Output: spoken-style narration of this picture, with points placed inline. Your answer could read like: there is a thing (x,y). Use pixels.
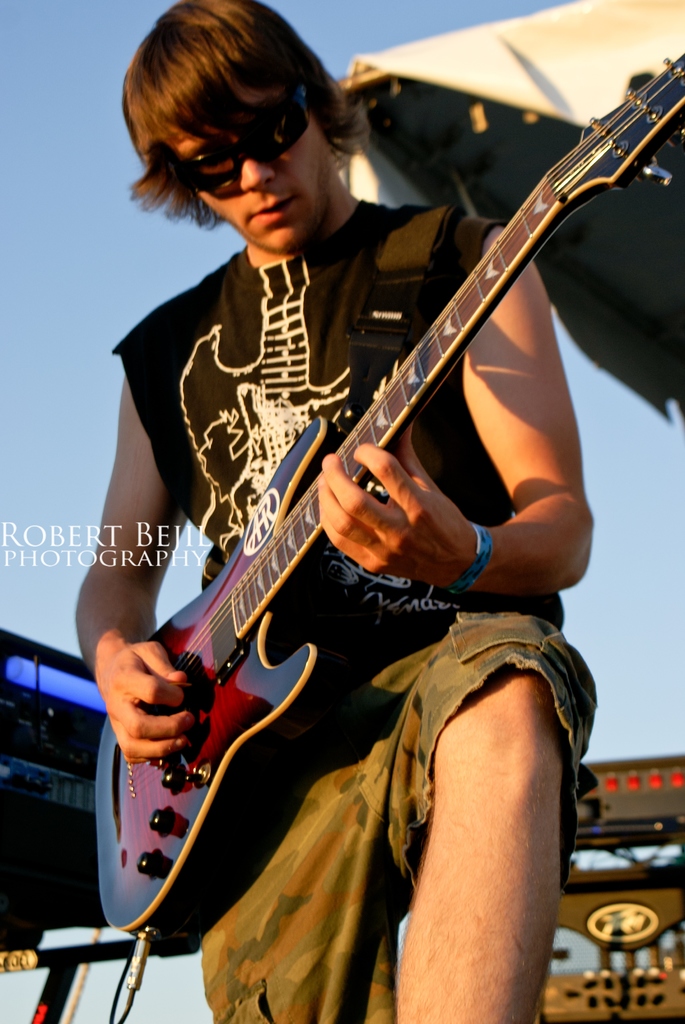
This image is taken in outdoors. In this image there is a man (206,450) standing holding a guitar (115,773), playing a music. At the background (133,244) there is a sky (74,164) and the man (449,525) is wearing a shades (240,153).
